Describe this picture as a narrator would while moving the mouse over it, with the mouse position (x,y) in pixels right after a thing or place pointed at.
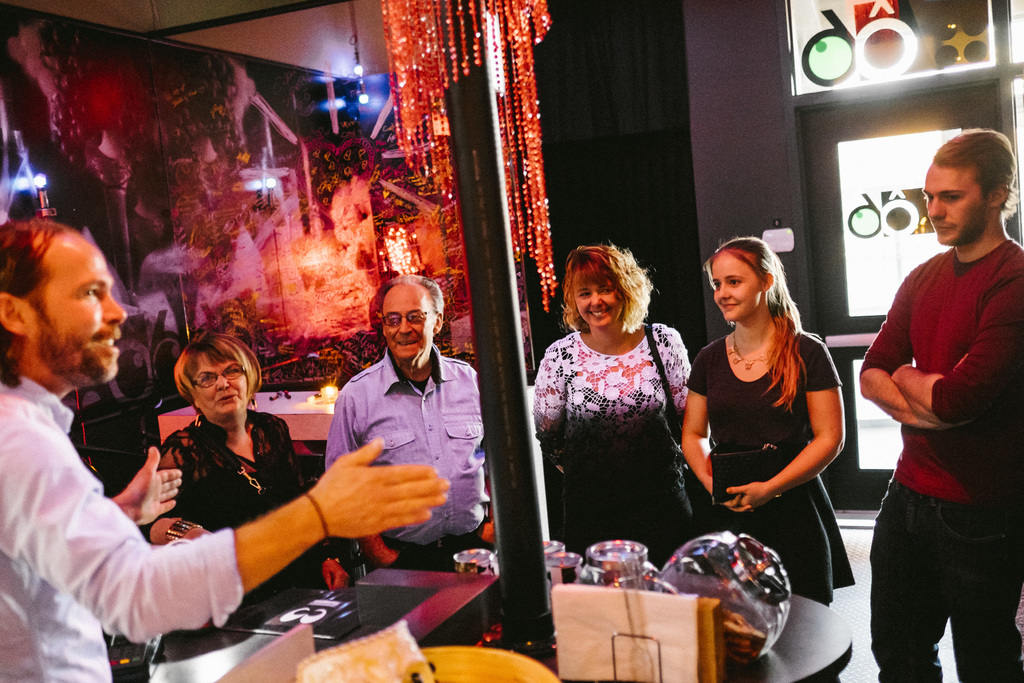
In this image there are people (653,423) having a smile on their faces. In front of them there is a table (184,672). On top of it there are a few objects (271,617). There is a pole (501,233). Behind them there is another table (275,403). On top of it there are some objects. Behind the table (291,393) there is a poster (187,174) on the wall (197,208). On the right side of the image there are glass windows (901,267) with designs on it.
